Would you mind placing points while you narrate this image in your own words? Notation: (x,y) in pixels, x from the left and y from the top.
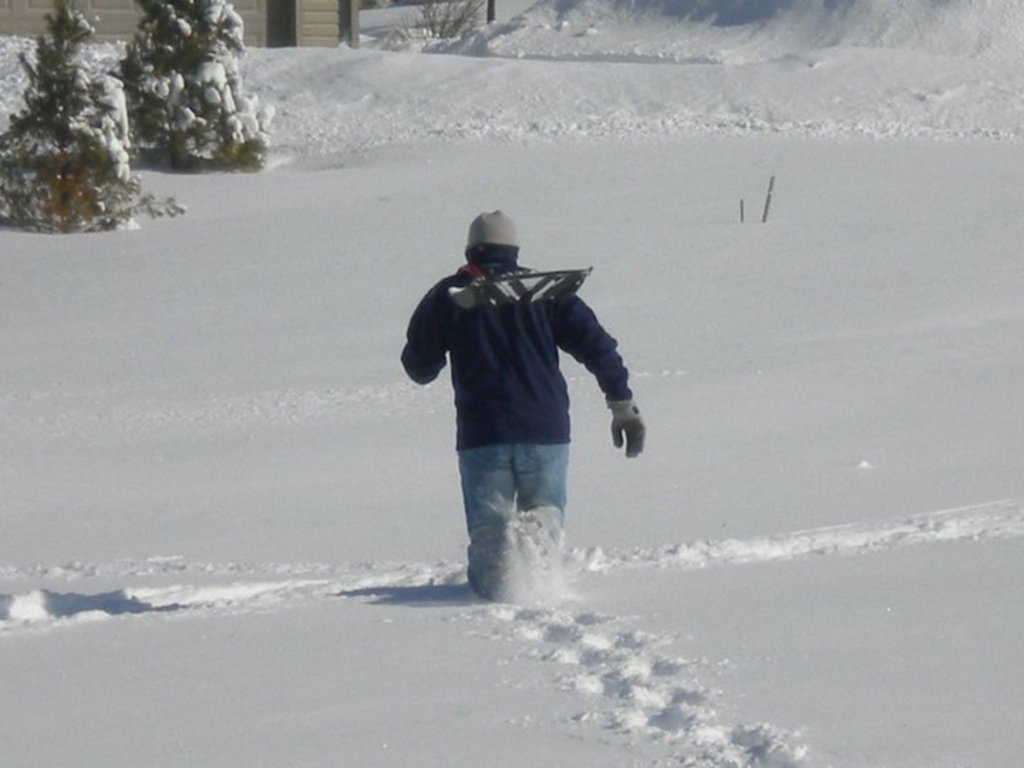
In this image I can see person (464,284) is holding something and walking. He is a wearing blue jacket (528,390) and jeans (560,497). We can see snow (175,545). Back Side I can see trees (157,130).
